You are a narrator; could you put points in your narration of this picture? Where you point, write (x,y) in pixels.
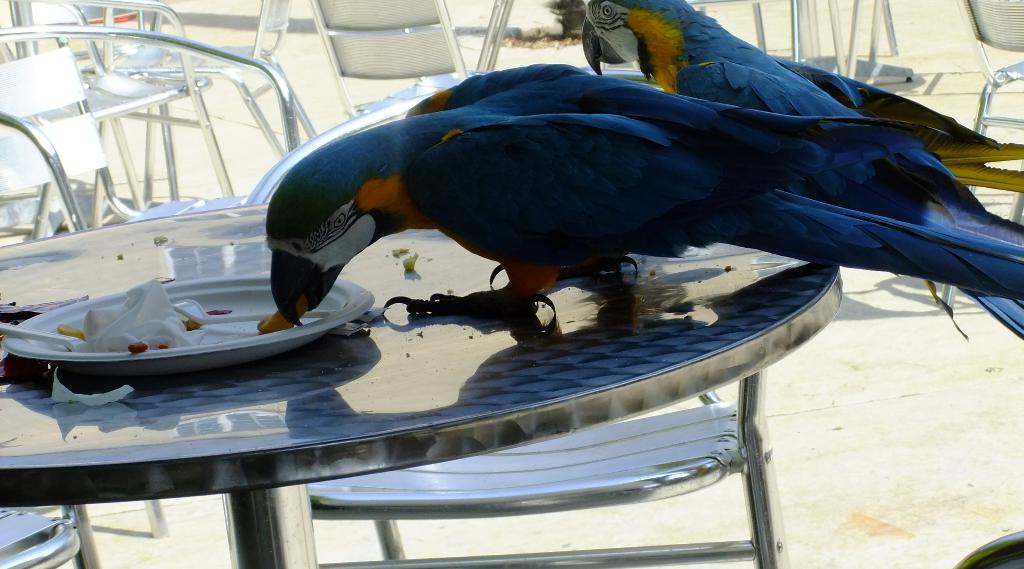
This image is clicked outside. There are two birds (826,240) in blue color on the table (297,452) and eating food (279,323). To the left (205,107) there are many chairs (338,68). At the bottom (844,385), there is ground (933,500).
